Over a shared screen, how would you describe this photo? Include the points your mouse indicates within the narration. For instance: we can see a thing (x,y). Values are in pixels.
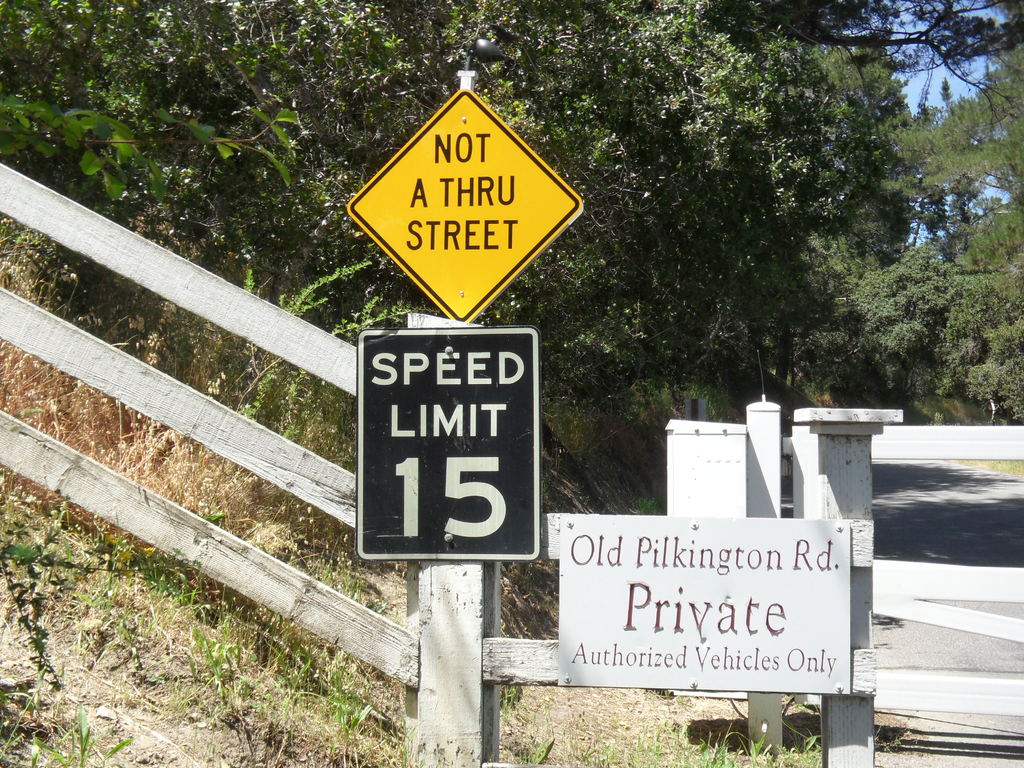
In this image I can see three boards (384,437) to the railing (66,336). These boards (389,471) are in black, yellow and white color. I can see speed limit, private, street is written on these three boards (525,468). In the back (509,298) I can see many trees (745,305), road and the blue sky (969,41).
